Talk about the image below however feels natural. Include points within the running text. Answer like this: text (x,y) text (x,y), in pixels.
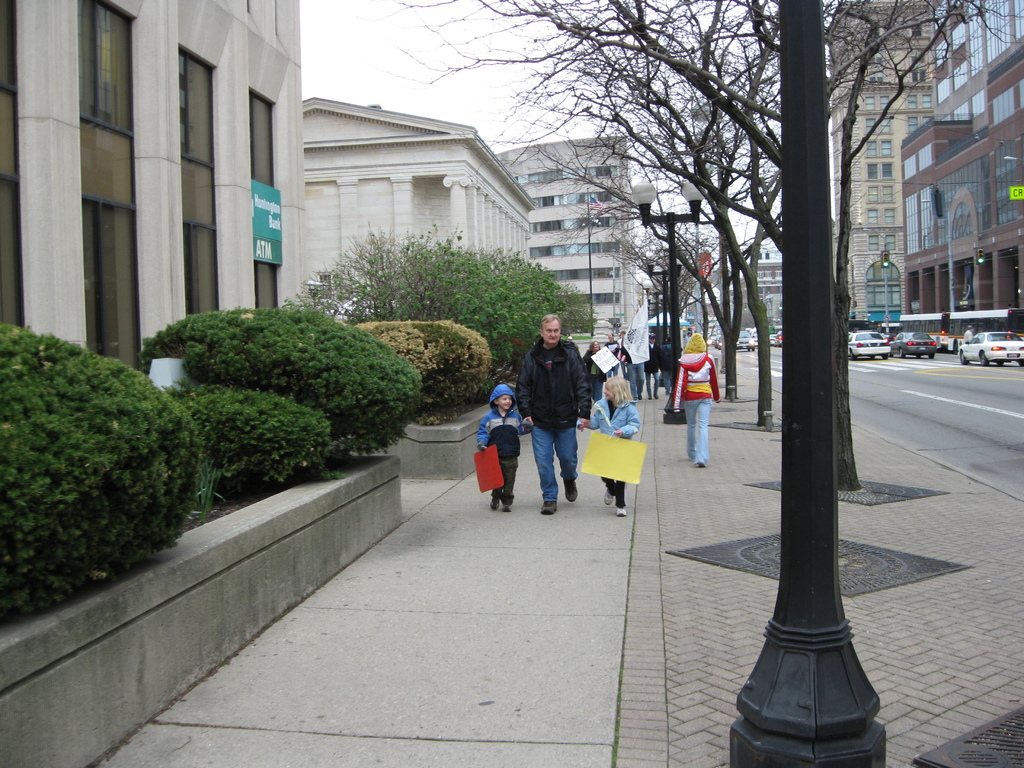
There are plants (27,379) and a pole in the foreground area of the image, there are people (603,410), poles (592,305), trees (766,307), vehicles (961,333), buildings (900,268) and the sky (523,145) in the background (484,104).
